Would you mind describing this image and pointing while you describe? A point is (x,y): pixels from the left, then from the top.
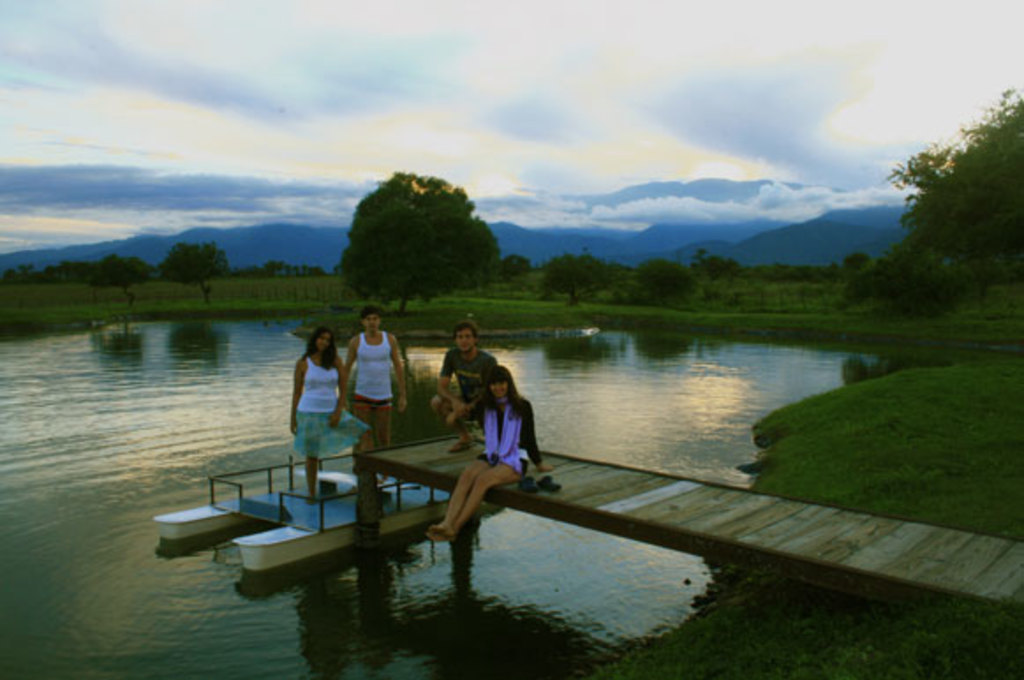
In this image there is a dock (682,521). There is a woman (497,476) sitting on the dock (775,545). Beside her there is a man (457,410) in a squat position. In front of the dock (609,488) there is a boat (264,516). There is a man (367,377) and a woman (323,404) standing on the boat (303,487). Around the boat (288,467) there is the water (196,354). Beside the water (514,338) there's grass (786,308) on the ground (786,328). In the background (778,251) there are trees (882,257) and mountains (303,254). At the top (410,76) there is the sky (470,85).
